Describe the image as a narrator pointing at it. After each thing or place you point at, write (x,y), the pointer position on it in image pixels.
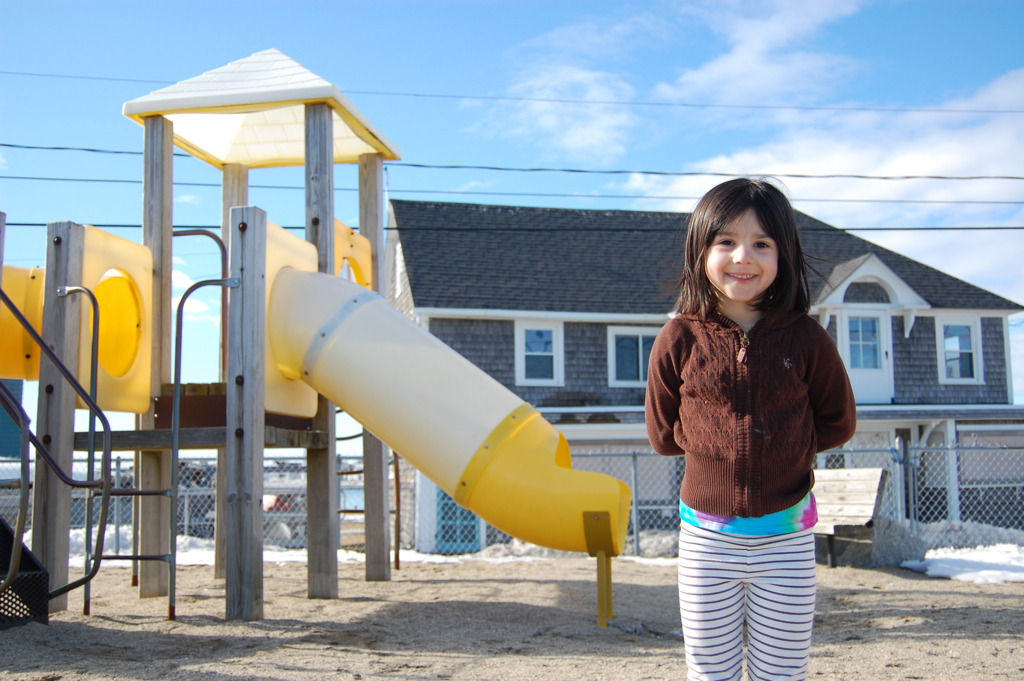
In this image there is a girl (760,540) standing on a ground (840,628), on the left side (65,459) there is a playground slide (241,350), in the background (402,463) there is fencing (81,518), house (824,227), wires (954,227) and the sky (346,29).
